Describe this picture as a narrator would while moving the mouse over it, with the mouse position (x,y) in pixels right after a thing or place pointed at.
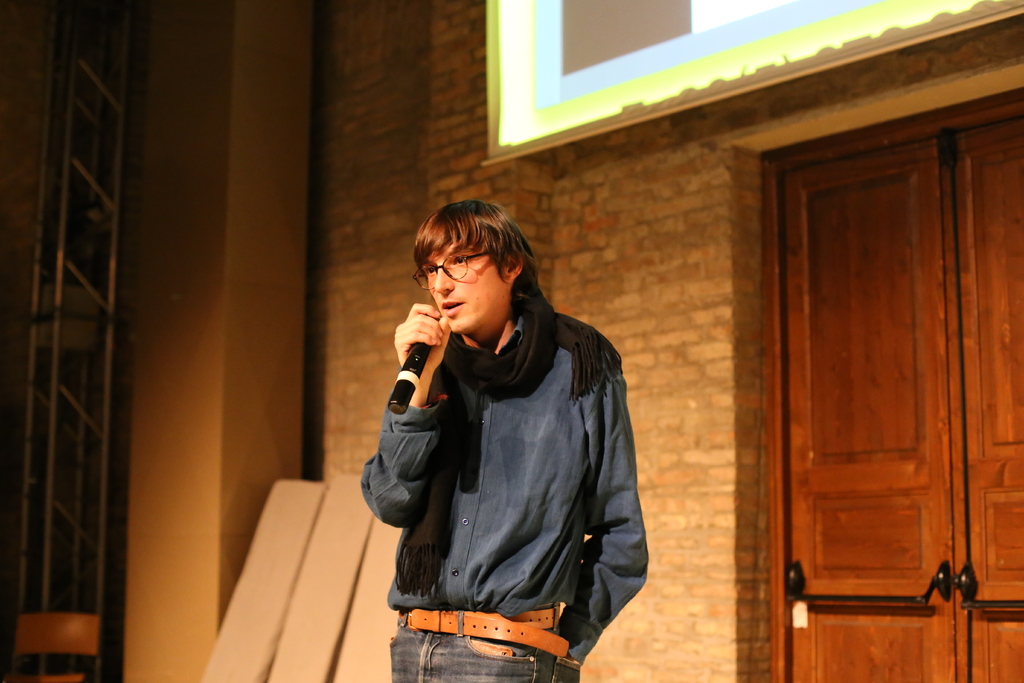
Here we can see a person (375,489) standing and speaking something in the microphone (414,347) present in his hand (424,377) and behind him we can see a door (958,158) and at the top (512,143) we can see a projector screen (702,72).
